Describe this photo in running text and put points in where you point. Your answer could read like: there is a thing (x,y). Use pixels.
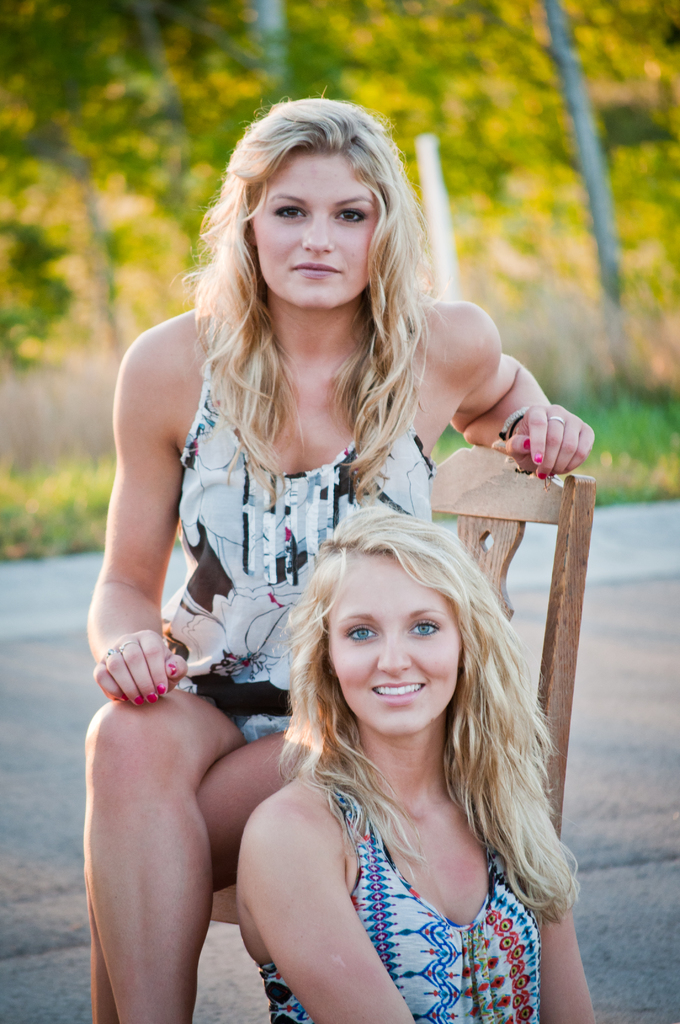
In this image, we can see a person (334,391) wearing clothes (330,505) and sitting on the chair (514,527). There is an another person (361,876) at the bottom of the image (381,923). In the background (41,608), image is blurred.
